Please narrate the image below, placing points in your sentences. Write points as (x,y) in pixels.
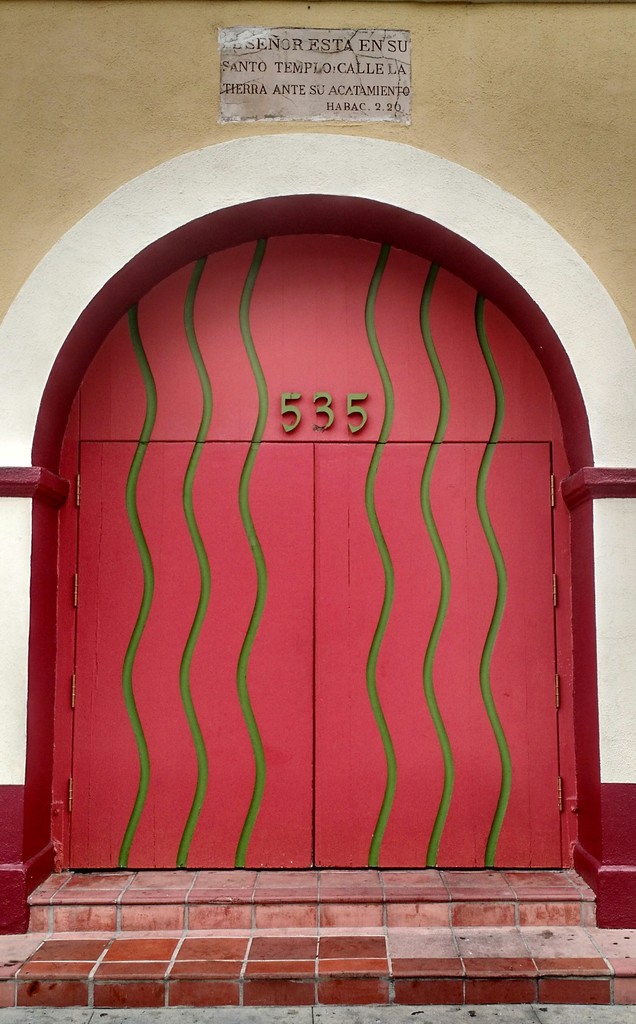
In this image we can see a door (218,649) with some numbers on it. We can also see a marble (234,49) with some text (364,93) on a wall (86,153) and some stairs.
